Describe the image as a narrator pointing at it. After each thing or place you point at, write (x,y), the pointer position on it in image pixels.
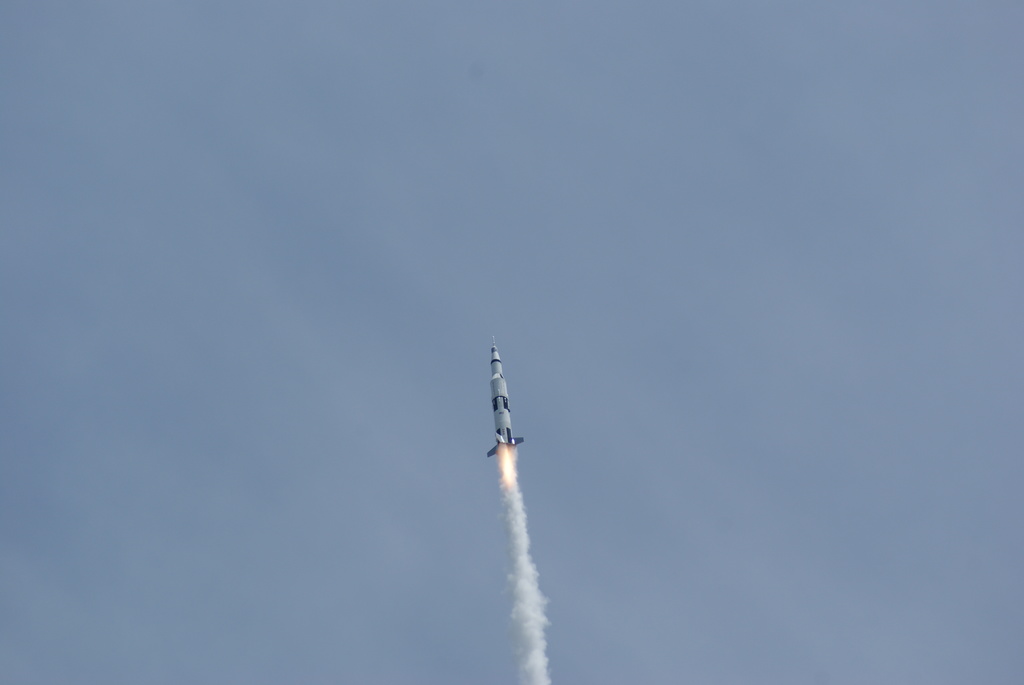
In this image there is a rocket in the sky (484,481) with smoke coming out of it.
